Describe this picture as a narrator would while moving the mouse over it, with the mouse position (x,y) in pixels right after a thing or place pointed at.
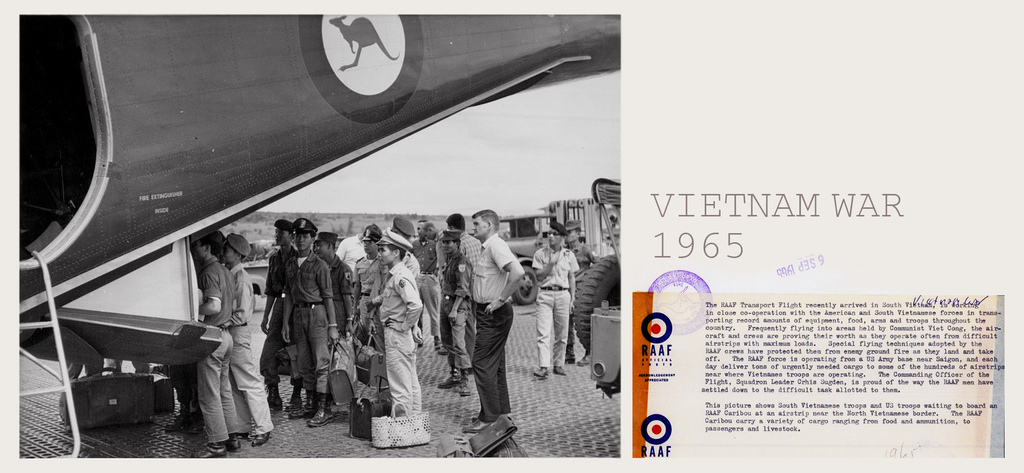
It is a poster, in the poster we can see few people (246,245) are standing and holding some bags (370,387). Behind them there are some vehicles (594,190). On the left side of the image (23,44) there is a plane (112,48).
